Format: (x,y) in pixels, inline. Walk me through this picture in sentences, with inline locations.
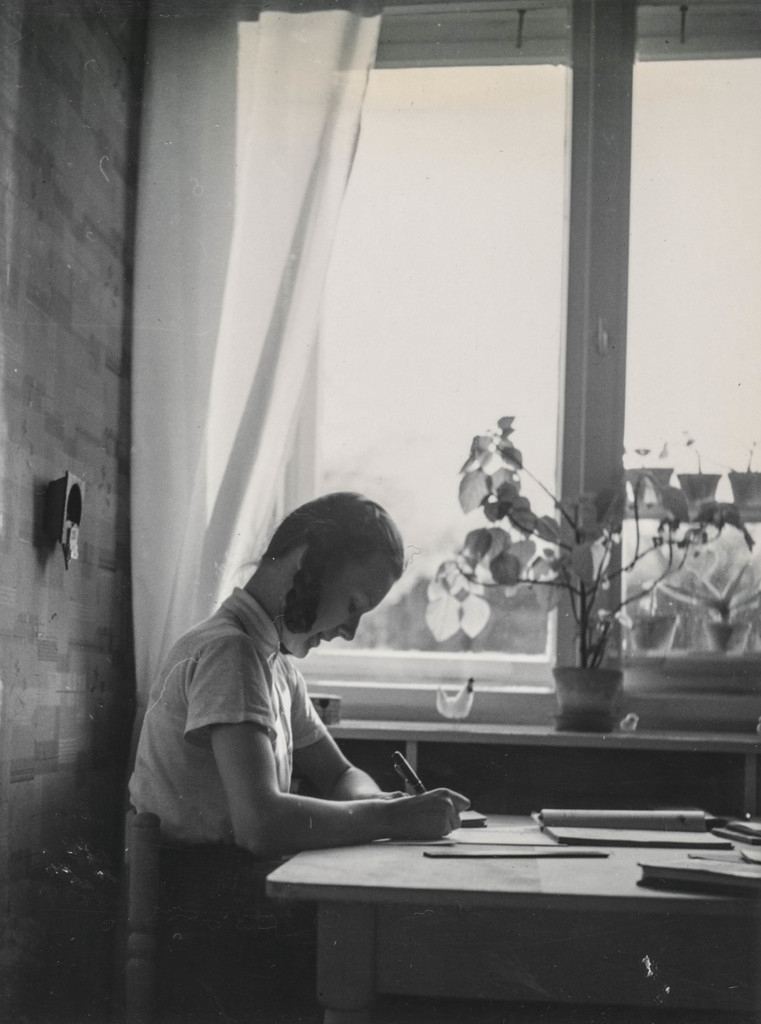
This is of black and white image. There is a girl (210,832) sitting on the chair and writing. This is a table (576,898) with books (604,831) and some other objects (596,815) on it. This is a house plant (596,587) which is placed near the window (641,663). This is a curtain (260,321) which is hanged through the hanger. This is some kind of object (76,505) attached to the wall (36,454).
